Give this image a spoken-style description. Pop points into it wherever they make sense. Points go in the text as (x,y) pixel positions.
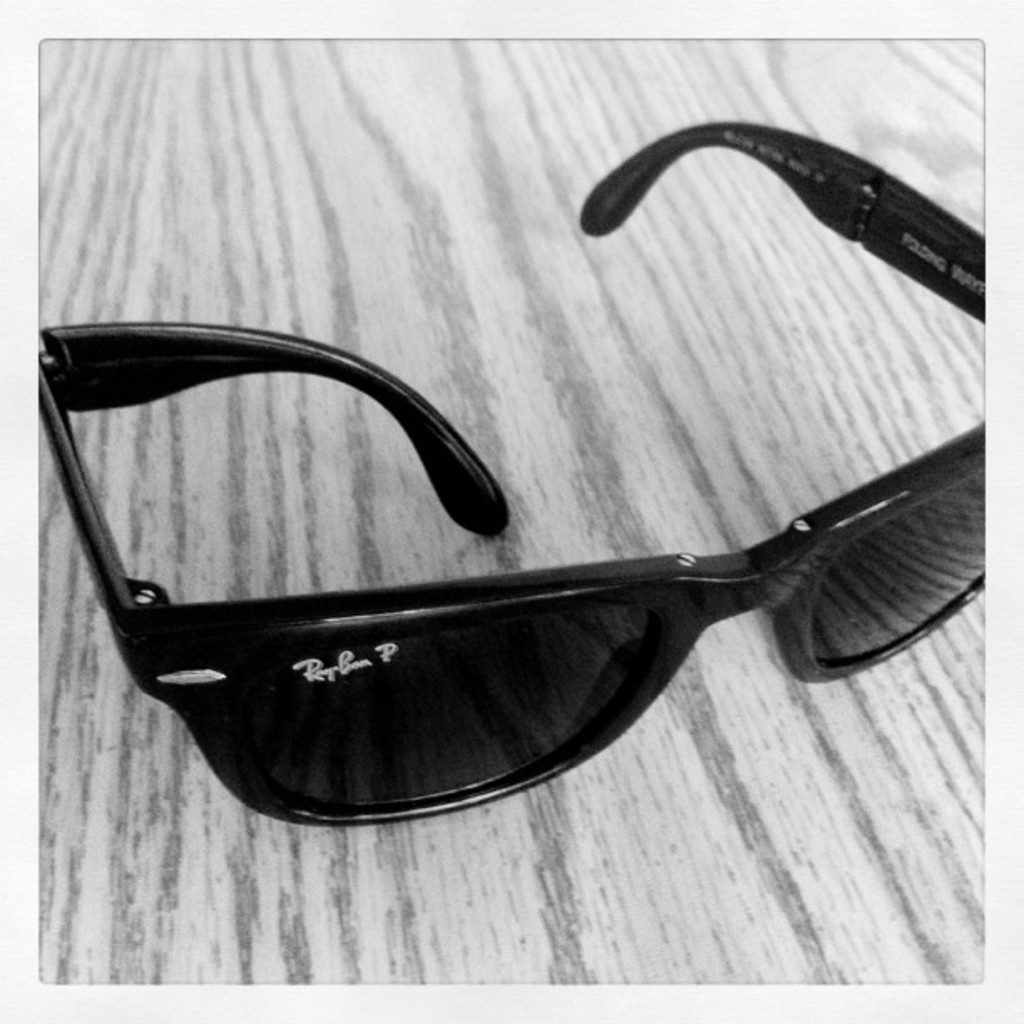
In this picture we can see goggles (585,690) on the platform (651,858).
